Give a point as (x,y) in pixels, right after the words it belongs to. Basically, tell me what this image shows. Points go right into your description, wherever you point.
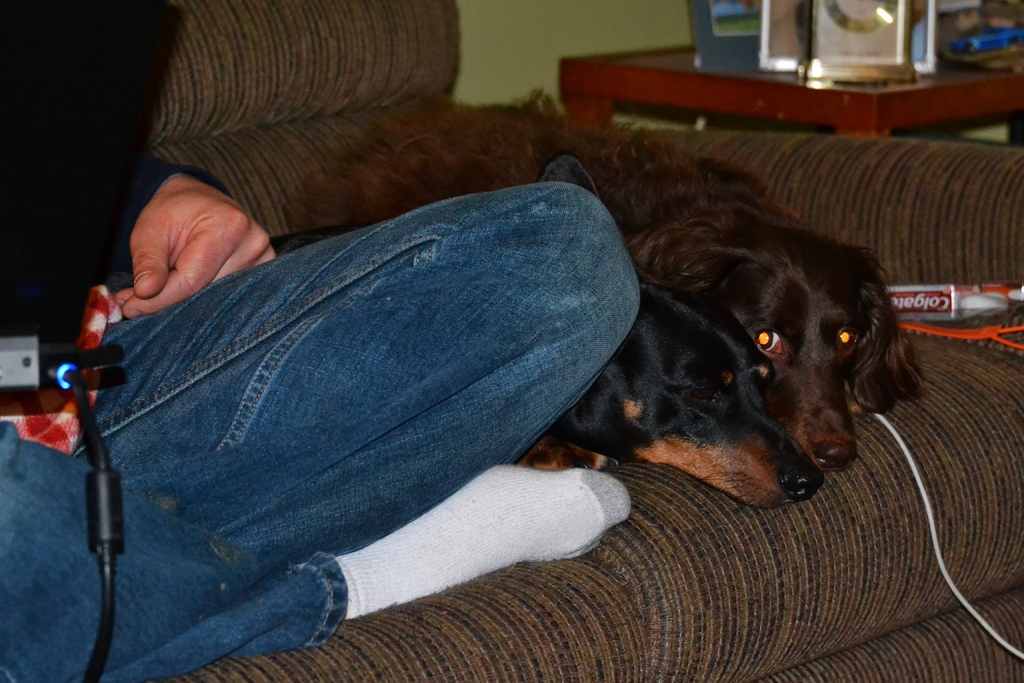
In this picture there is a man (442,337) and two dogs (817,335) on the sofa (967,672), in the center of the image (553,398) and there is a desk (597,93) at the top side of the image (810,81), on which there are frames (726,41) and there is a wire (995,637) on the right side of the image (1007,653).
